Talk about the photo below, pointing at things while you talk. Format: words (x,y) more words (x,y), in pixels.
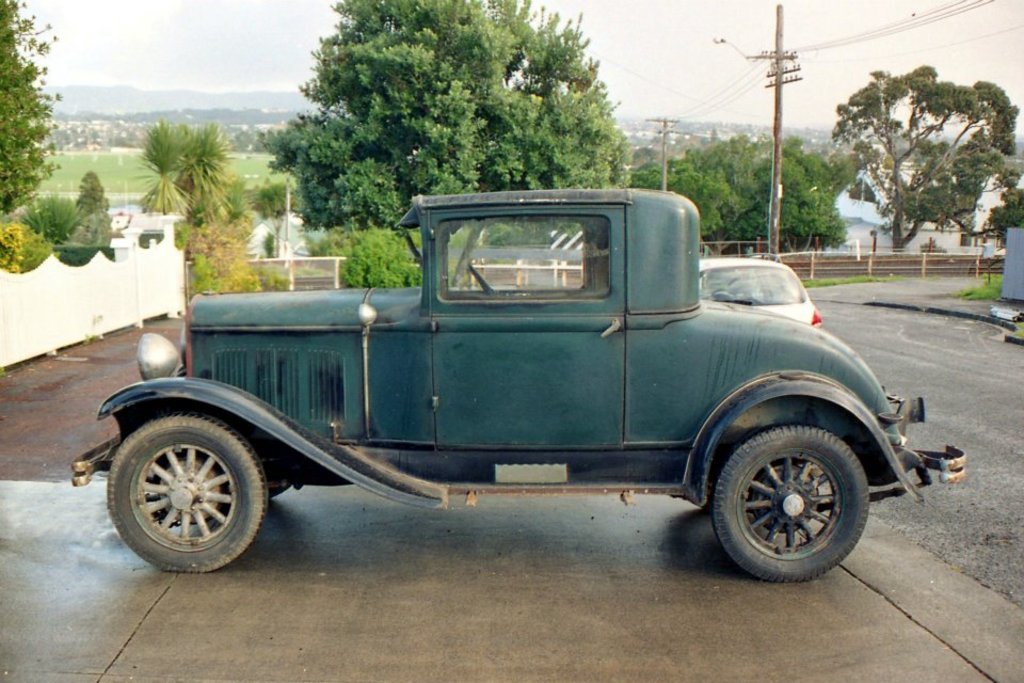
In this image we can see cars (471,370) on the road (465,544). In the background of the image (423,186) there are trees (147,156), electric poles (764,57), wires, sky (240,48). To the left side of the image (144,266) there is a fencing (171,301). At the bottom of the image (970,565) there is road (950,595).
